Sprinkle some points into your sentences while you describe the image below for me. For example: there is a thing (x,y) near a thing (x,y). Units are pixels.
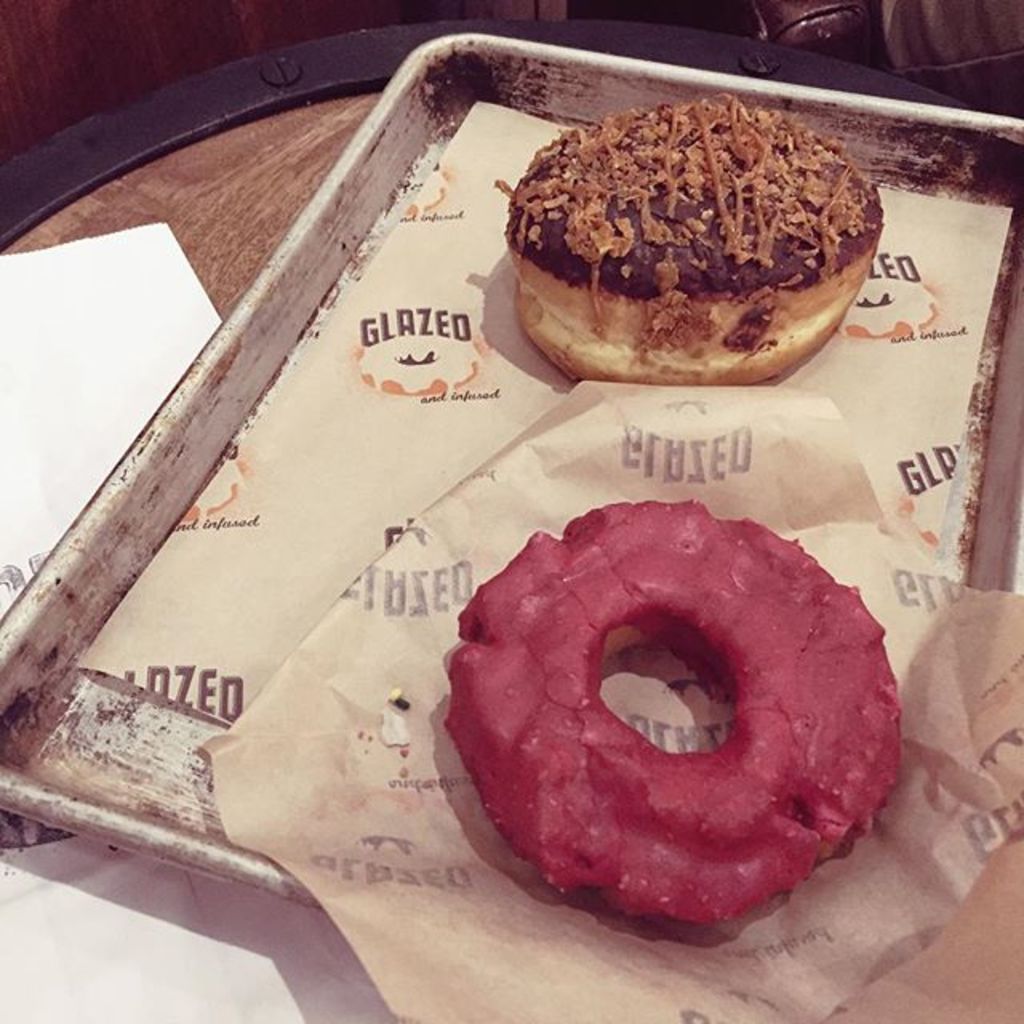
In this image I can see food items (615,288) and papers (662,477) on a tray (142,534). I can also see some other objects (92,450) on a wooden surface (219,223).
